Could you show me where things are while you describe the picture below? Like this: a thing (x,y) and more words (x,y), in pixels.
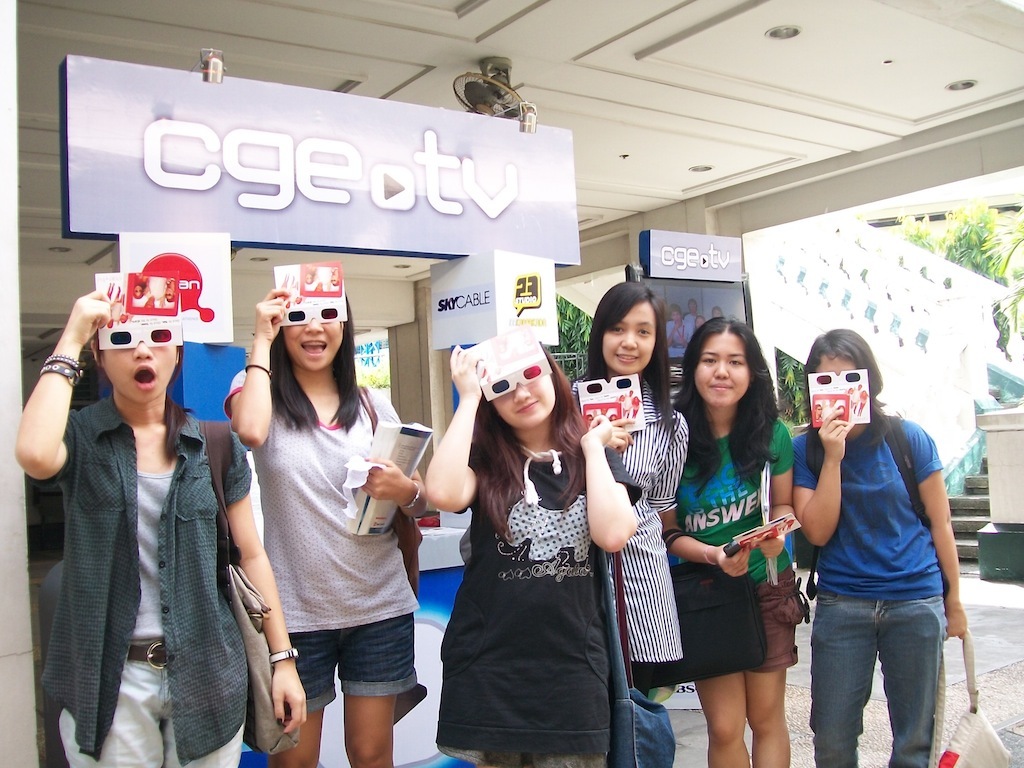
In this picture there are girls (859,477) in the center of the image (584,421), by holding eye mask (301,321) in their hands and there are stairs (976,520) on the right side of the image (934,273), there are trees (979,246) in the background area of the image (955,240) and there is a poster (382,144) at the top side of the image (327,144).
